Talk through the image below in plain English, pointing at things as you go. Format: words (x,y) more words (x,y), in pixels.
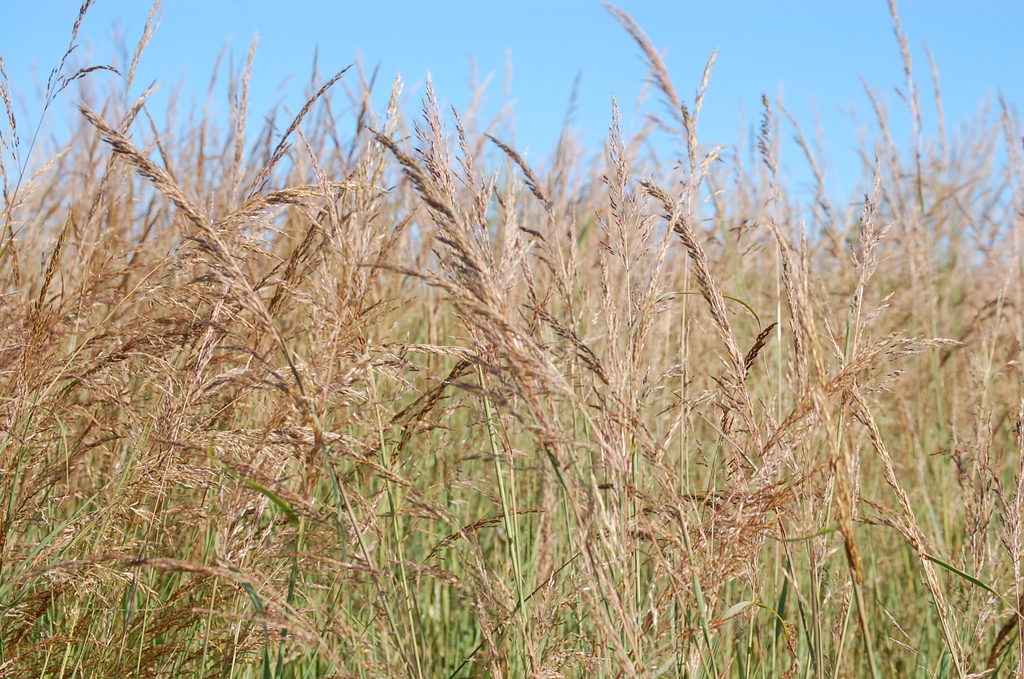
In the image in the center (469,381), we can see the sky (499,89) and grass (634,414).
